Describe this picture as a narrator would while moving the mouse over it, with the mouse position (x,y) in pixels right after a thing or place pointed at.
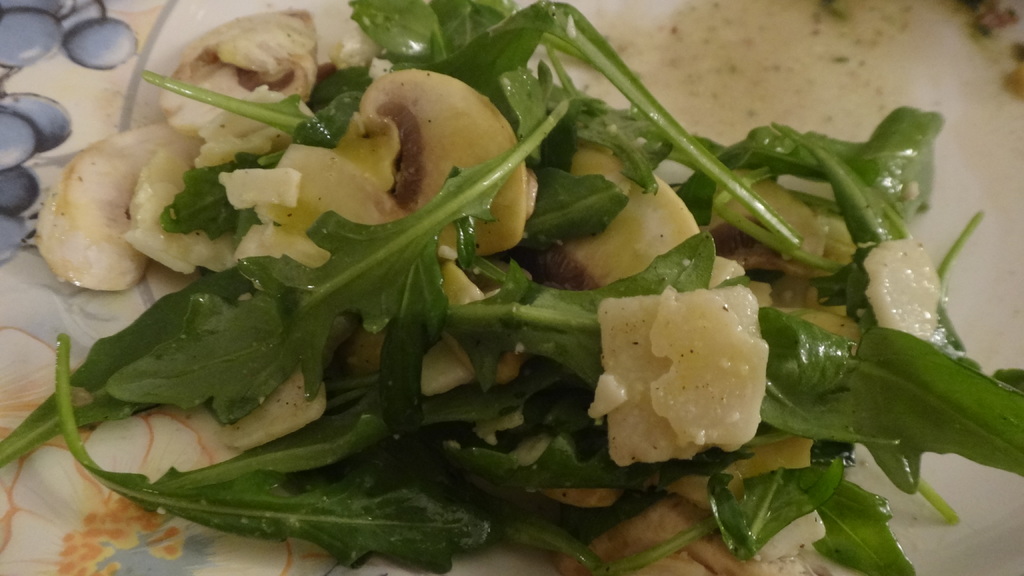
In the foreground of this image (704,229), there is some food (480,223) and green leafy vegetable (370,485) on a platter (98,553).
